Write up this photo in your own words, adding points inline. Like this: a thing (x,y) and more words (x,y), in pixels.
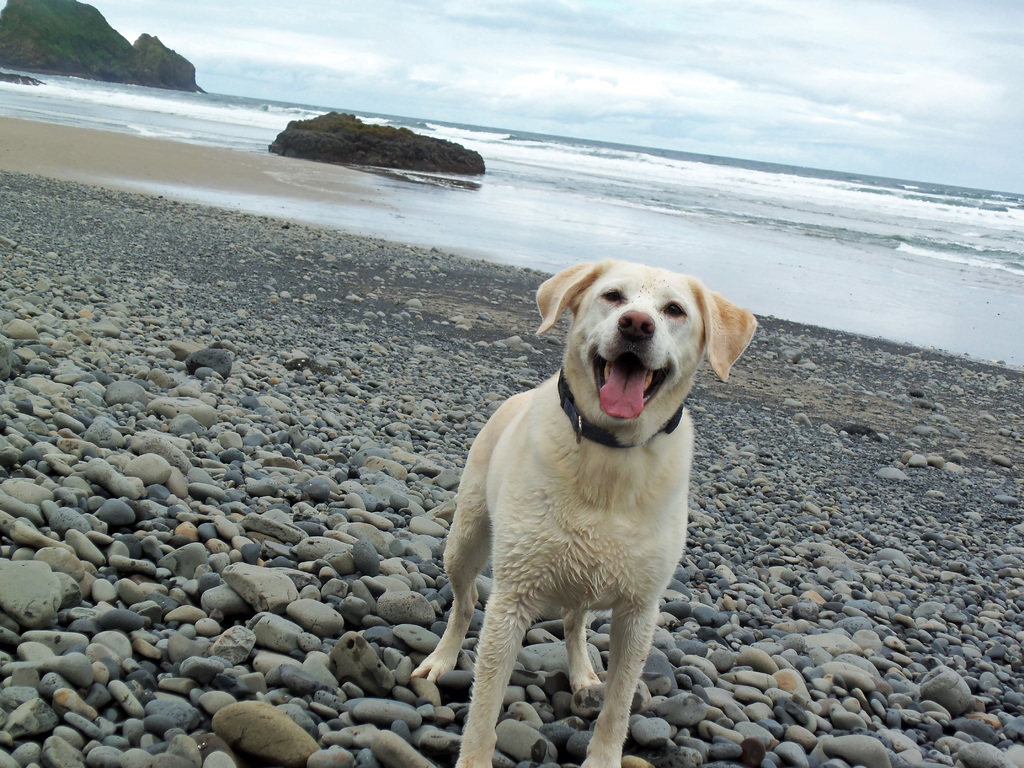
In the foreground of the picture (275,467) there are stones (362,461) and a dog (621,425). In the center of the picture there is a water body (596,213), sand (374,182) and rock (323,143). at the top left (107,49) there is a hill (118,68). In the background (621,74) it is sky (756,72).
